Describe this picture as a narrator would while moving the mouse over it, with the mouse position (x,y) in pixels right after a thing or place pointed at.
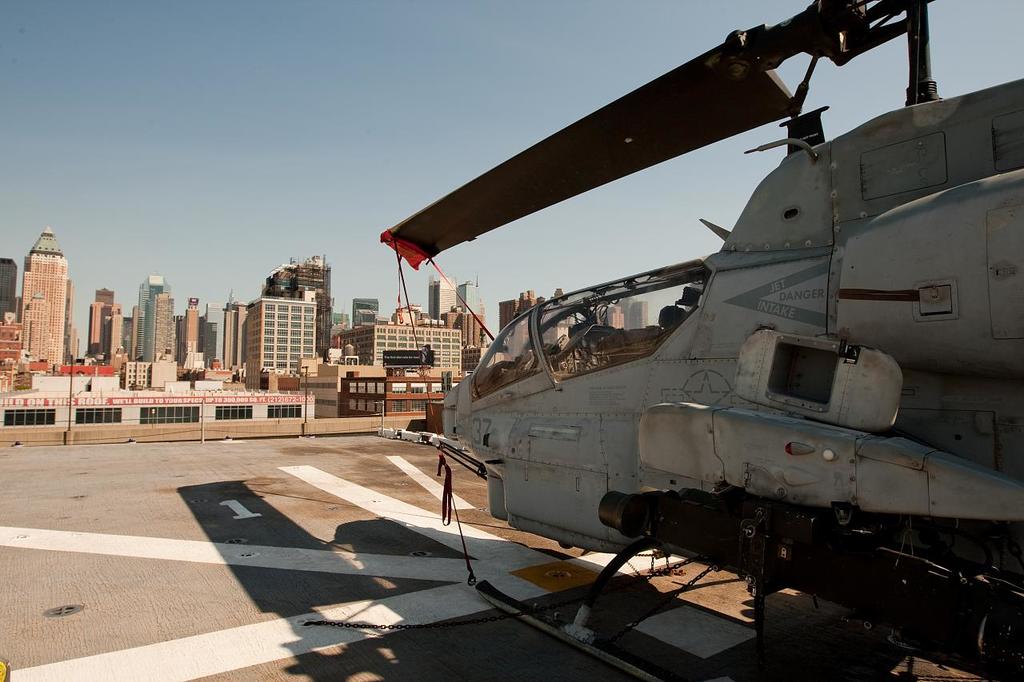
In this image we can see a helicopter (600,436) on the land (468,504). On the backside (312,338) we can see some buildings (297,334) and the sky (251,245).
